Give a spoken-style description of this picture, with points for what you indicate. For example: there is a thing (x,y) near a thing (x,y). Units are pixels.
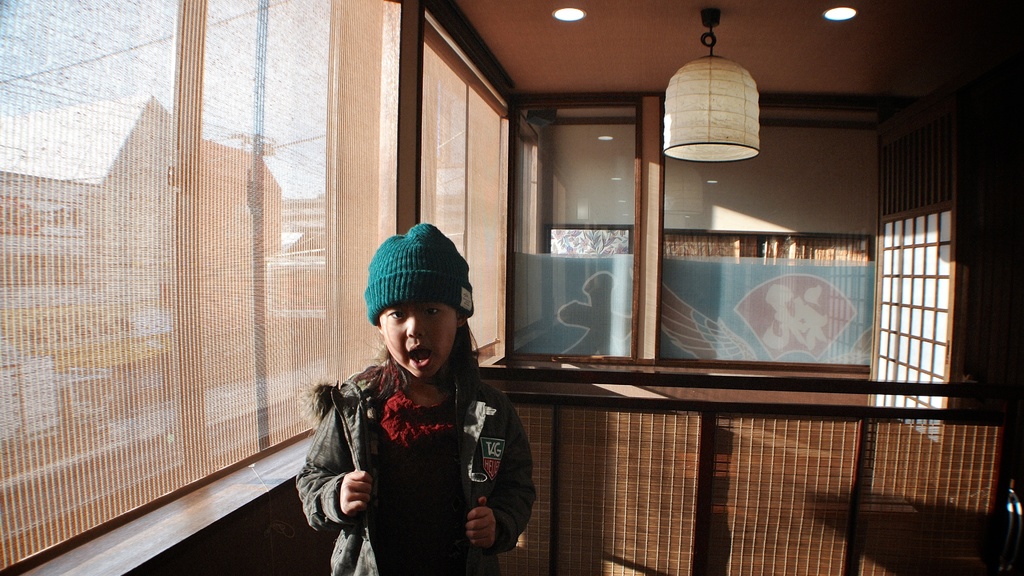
In this image we can see an inside view of a room (636,210), there is a girl (420,381) standing towards the bottom of the image (422,488), she is wearing a cap (433,296), there are windows (282,243) towards the left of the image (249,220), there are blinds (258,226) towards the left of the image (267,205), there is a wall (690,472) towards the bottom of the image (745,470), there is a glass wall (728,234), there are objects (590,305) on the glass wall (669,309), there is a roof (623,52) towards the top of the image (603,46), there are lights (567,17) on the roof (799,15), there is an object (720,84) hanging from the roof (689,50), there is a building (115,263) towards the left of the image (131,293), there is road (184,363) towards the left of the image (144,444), there is a vehicle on the road (88,378), there are wires (101,55) towards the left of the image (110,66), there is the sky (84,41) towards the top of the image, there is a wall (860,220) towards the right of the image (989,290).
